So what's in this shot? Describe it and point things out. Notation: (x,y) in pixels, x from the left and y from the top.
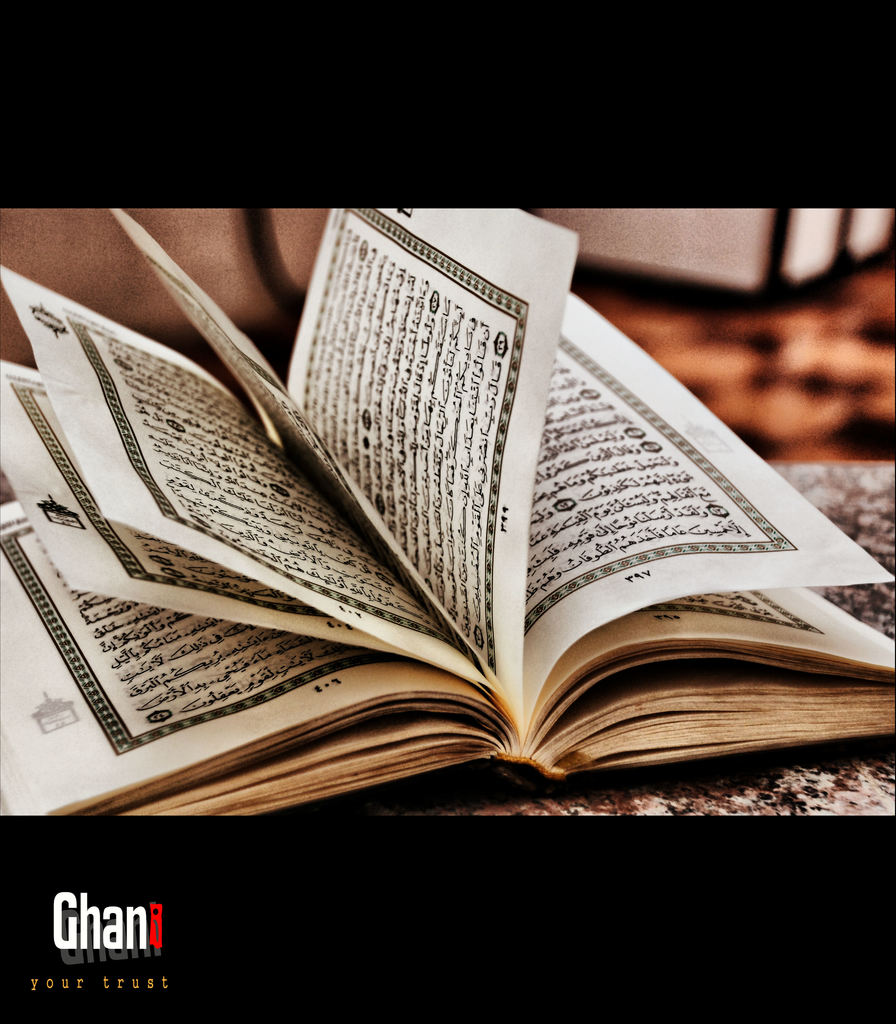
Here we can see book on surface (766,784), bottom of the image we can see text (103,936).
